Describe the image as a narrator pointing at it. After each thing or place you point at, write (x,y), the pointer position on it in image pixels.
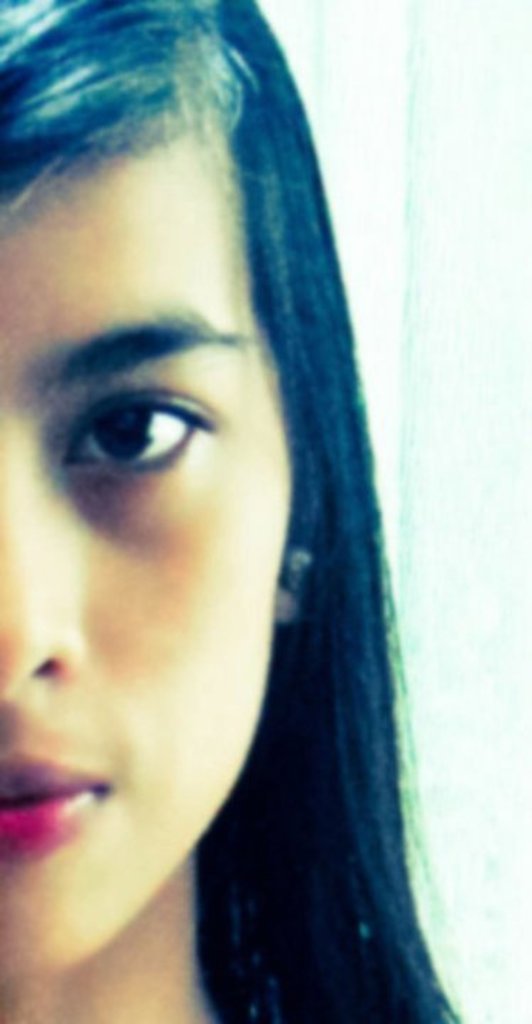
In this image there is a woman (308,648) at the left side of image (132,774). Background (463,744) is in white color.
